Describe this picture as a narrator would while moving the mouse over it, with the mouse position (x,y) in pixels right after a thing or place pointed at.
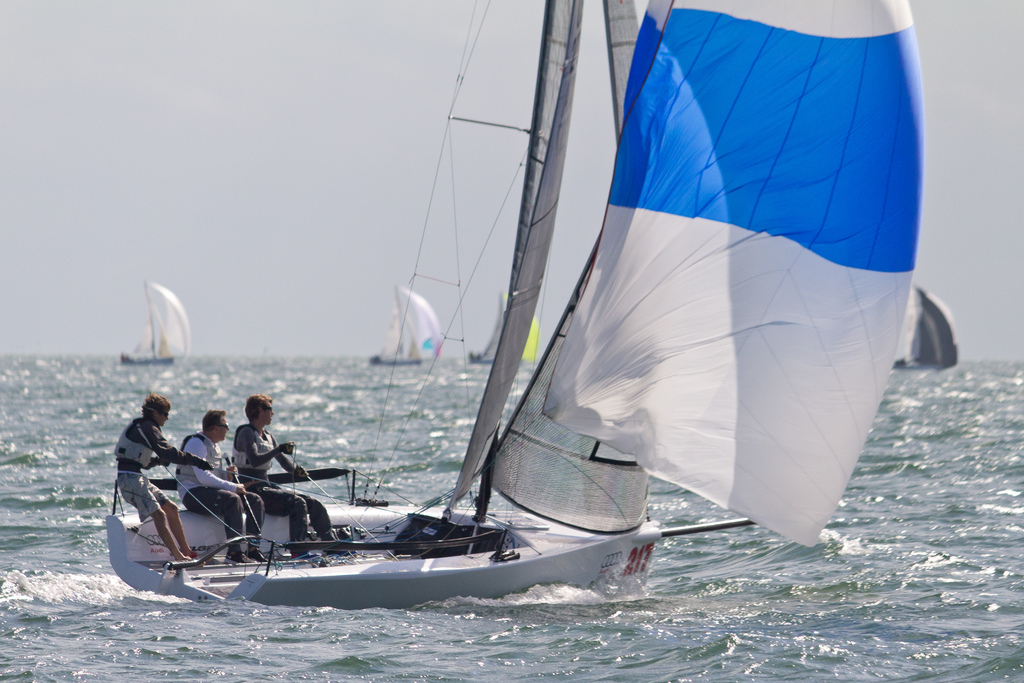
At the bottom of the image (255,649) there is water (569,626). On the water (96,520) there is a boat (121,517) with three persons (316,506) and also there is a pole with a cloth (616,410) and some other things (244,537). In the background (144,337) there are few boats (144,337). At the top of the image (162,137) in the background (446,124) there is sky (446,124).
